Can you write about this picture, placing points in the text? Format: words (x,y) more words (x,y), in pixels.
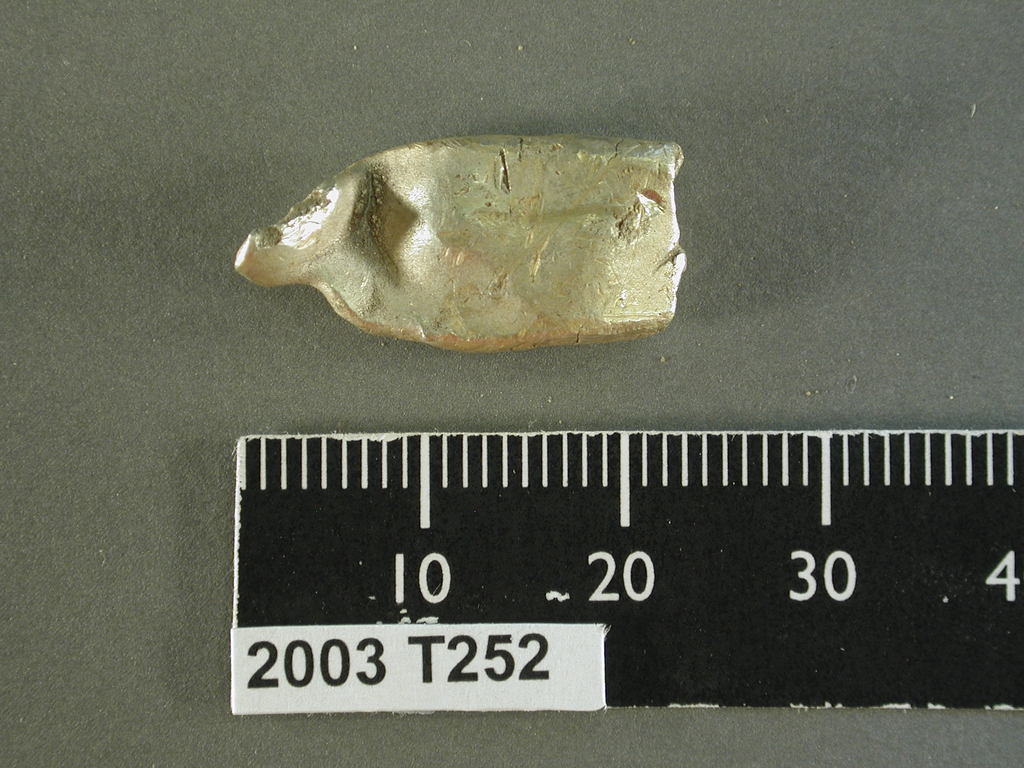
This is scale (479,609) and an object (653,203).
